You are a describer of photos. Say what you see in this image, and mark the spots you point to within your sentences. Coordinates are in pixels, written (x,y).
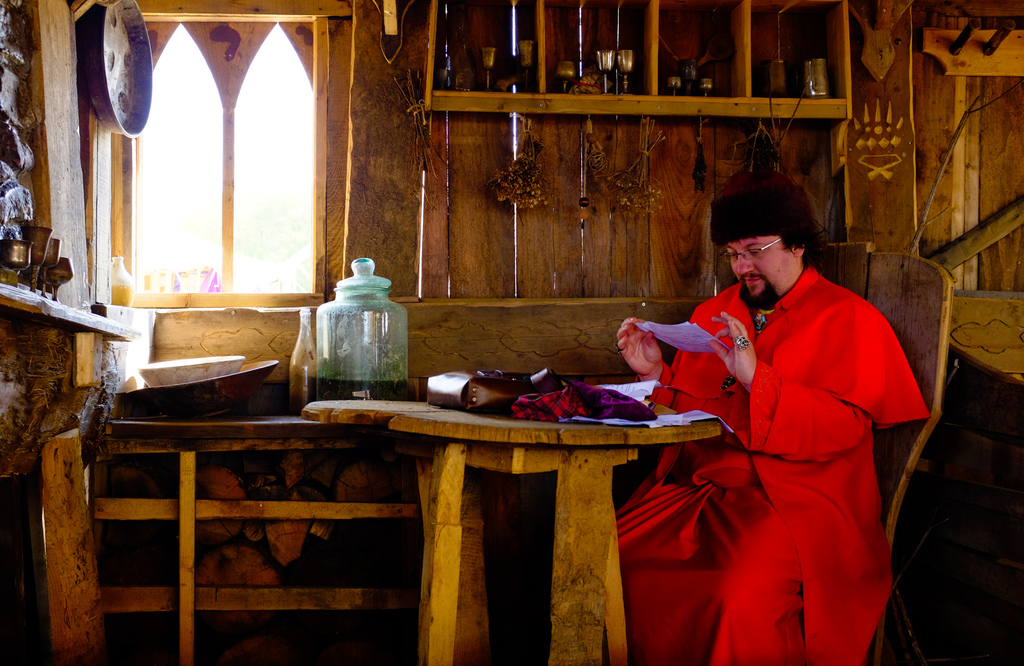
This image is clicked in a room (528,246). There is a table (559,496) and chair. There is a person (803,418) sitting on chair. He is holding the paper (678,339). On the table (479,413) there is a bag (497,377), cloth (613,401) and papers (644,394). There are bottles (346,345) in the middle (354,335). There are bowls (182,375) on the left side (145,370). There are cups (55,280) in the left side (55,294) and top. There is a window (183,197) on the left side (191,208).
